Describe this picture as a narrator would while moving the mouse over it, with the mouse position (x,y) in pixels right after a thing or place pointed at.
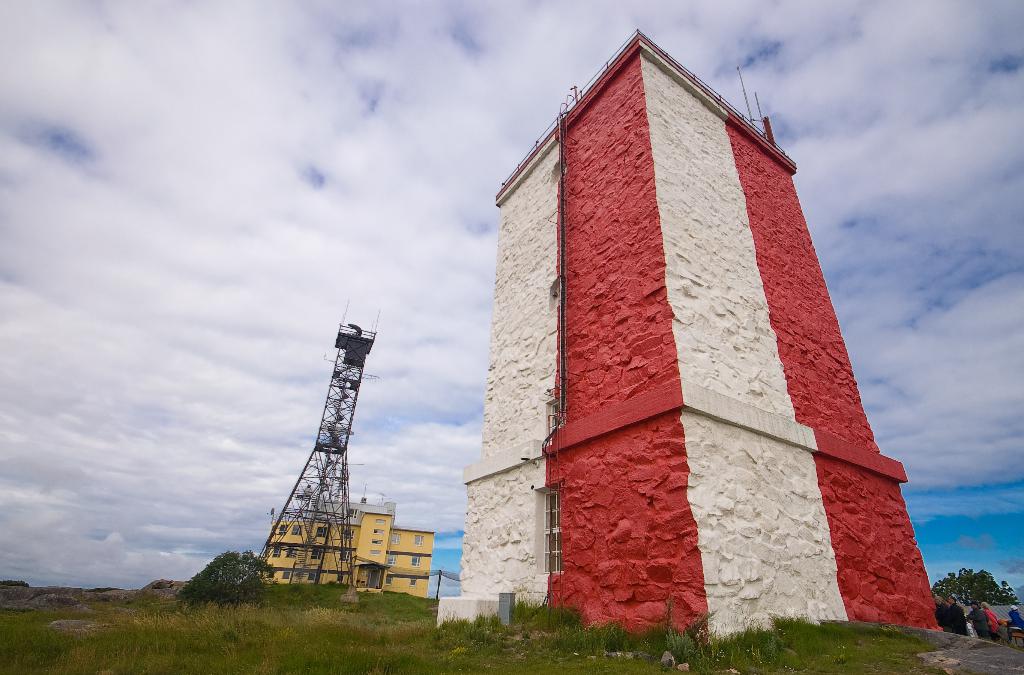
In this image there is tower (320,488) in the middle (347,365). Behind the tower (335,528) there is a building (384,569). At the bottom (430,651) there is grass (319,671). At the top (289,100) there is the sky (253,82). On the right side (699,379) it looks like a building (692,335).
